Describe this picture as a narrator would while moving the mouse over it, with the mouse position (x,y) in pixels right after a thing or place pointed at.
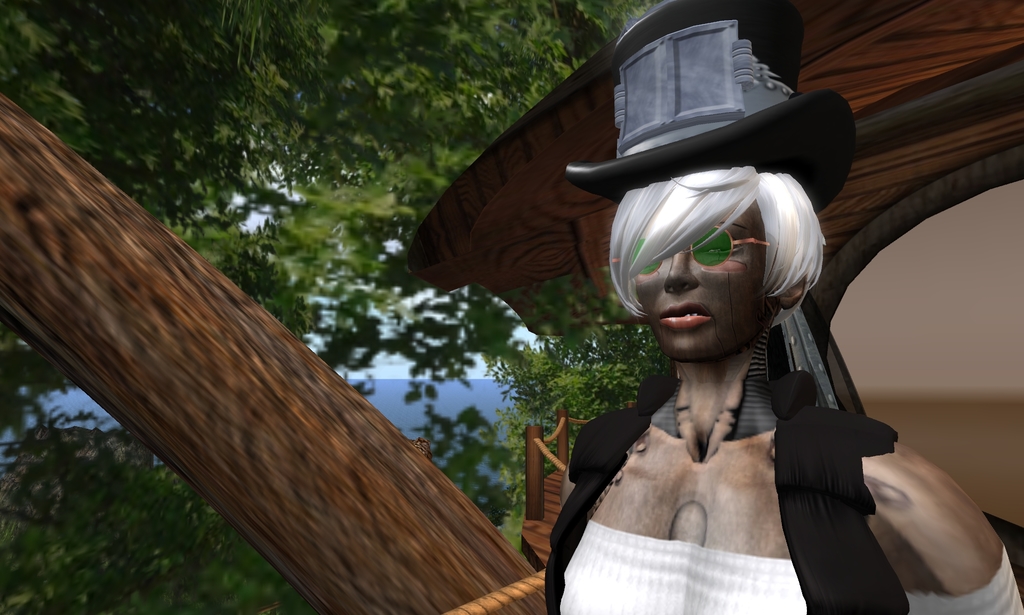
In this image we can see an animated image of a person (713,452) and there are few trees (417,152), wooden sticks (539,508), an arch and the sky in the background (255,218).
